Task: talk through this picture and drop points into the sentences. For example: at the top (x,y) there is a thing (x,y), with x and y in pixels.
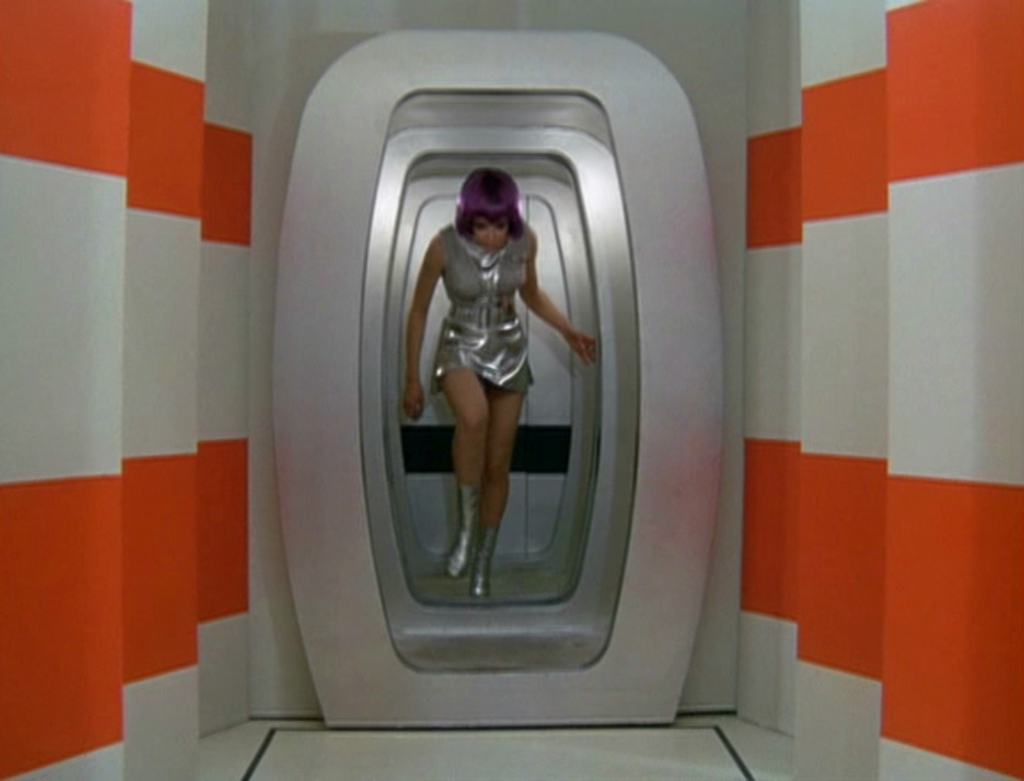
In the middle of the image (493,314), there is a woman (487,275) in a silver color dress (490,253), walking. On the left side (119,686), there are orange colored lines (37,643) on the white color wall (77,261). On the right side (957,566), there are orange colored lines (972,544) on the white color wall (931,371).
